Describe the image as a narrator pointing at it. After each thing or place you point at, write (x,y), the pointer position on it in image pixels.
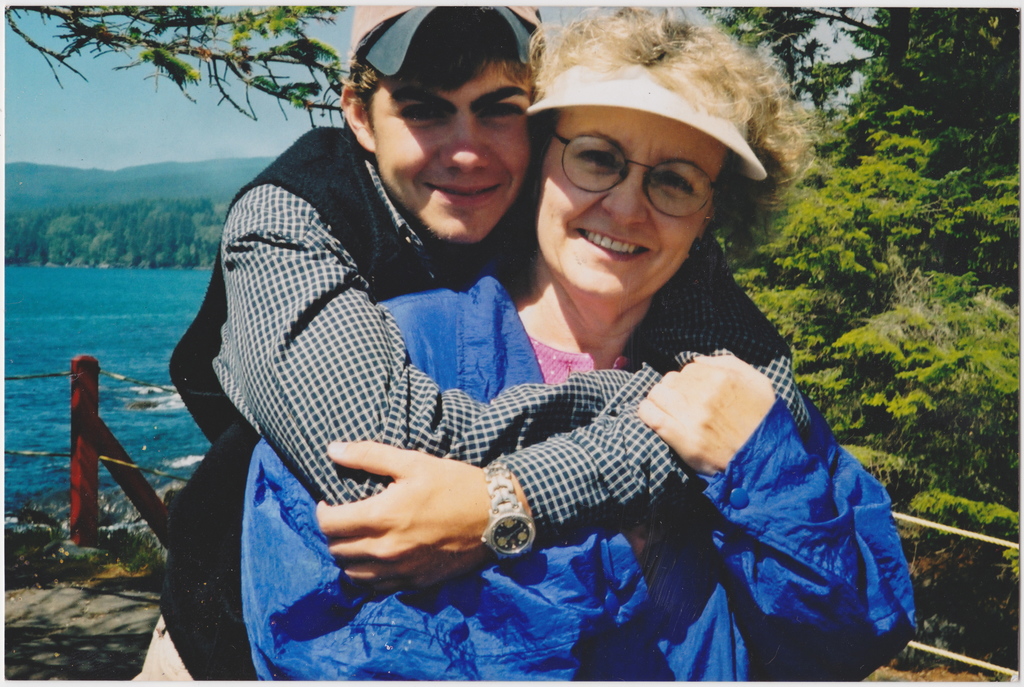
In this image we can see a man (379,388) holding a woman (565,253). In the background (116,279) we can see sky (170,126), hills (174,180), trees (175,209), water (114,309), fence (86,370) and road (123,597).
